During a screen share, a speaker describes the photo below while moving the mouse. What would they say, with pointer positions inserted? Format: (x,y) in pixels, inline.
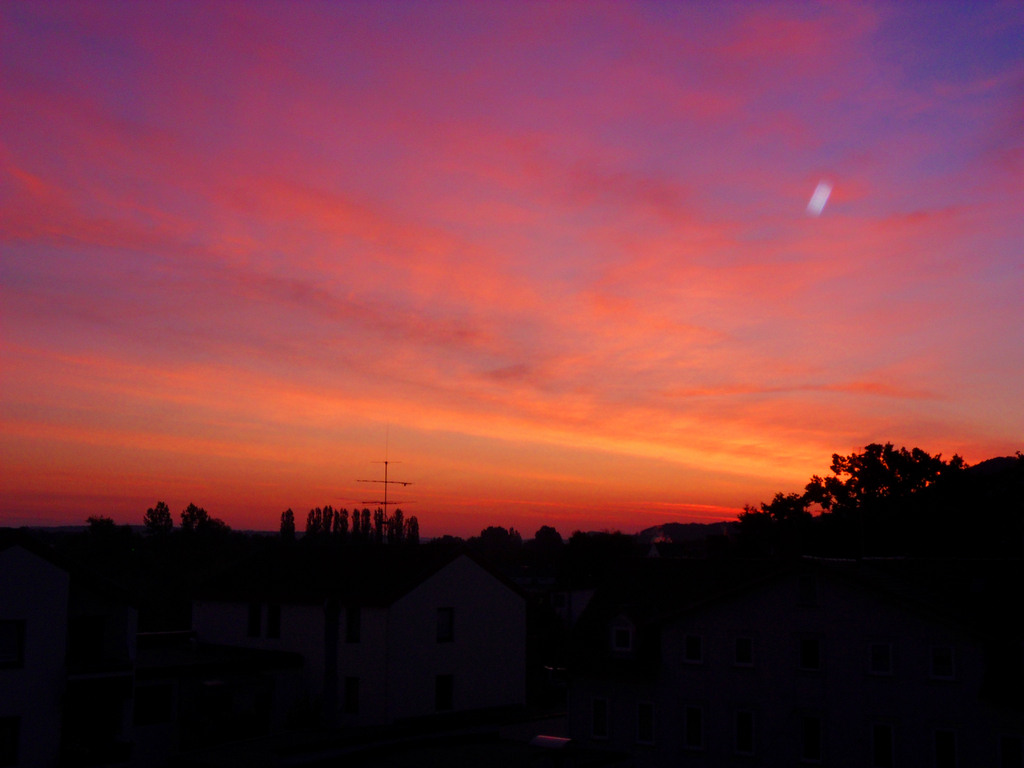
It is a picture of a sunset (224,444) the sky (765,298) is in pink and orange color, there are some houses (325,637) and they are surrounded with a lot of trees (877,535).
